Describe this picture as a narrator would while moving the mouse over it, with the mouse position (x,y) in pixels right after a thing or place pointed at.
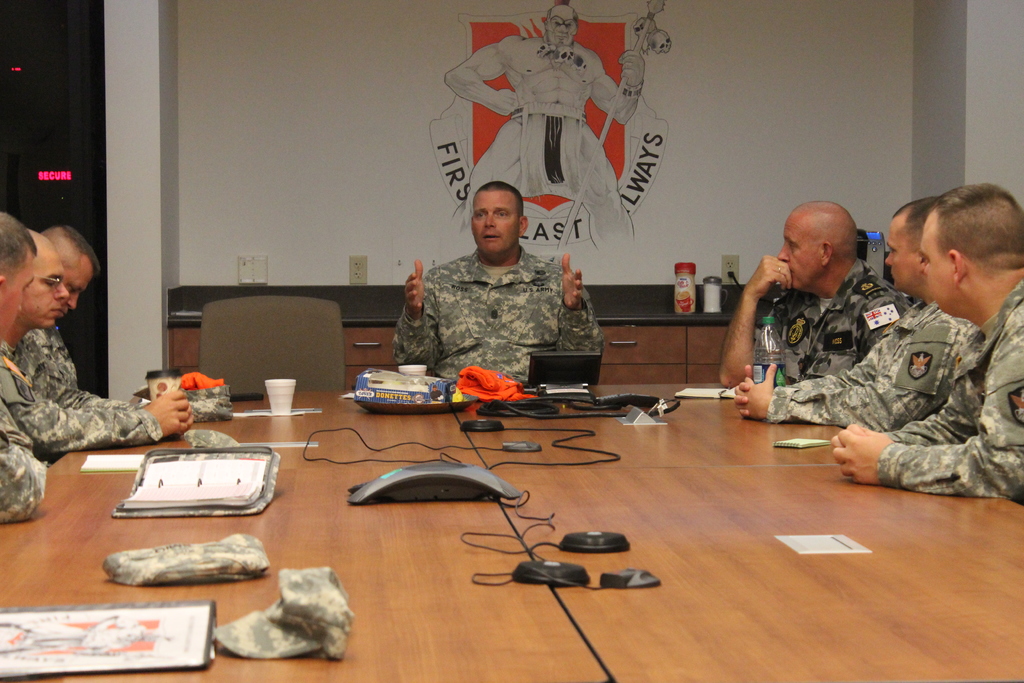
In this picture we can see some people (892,402) sitting on chairs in front of a table (734,492), in the background (848,167) there is a wall (850,150), we can see glasses (281,387), caps (312,587), some wires (471,542) present on the table (530,498), we can see a bottle (682,291) here.
